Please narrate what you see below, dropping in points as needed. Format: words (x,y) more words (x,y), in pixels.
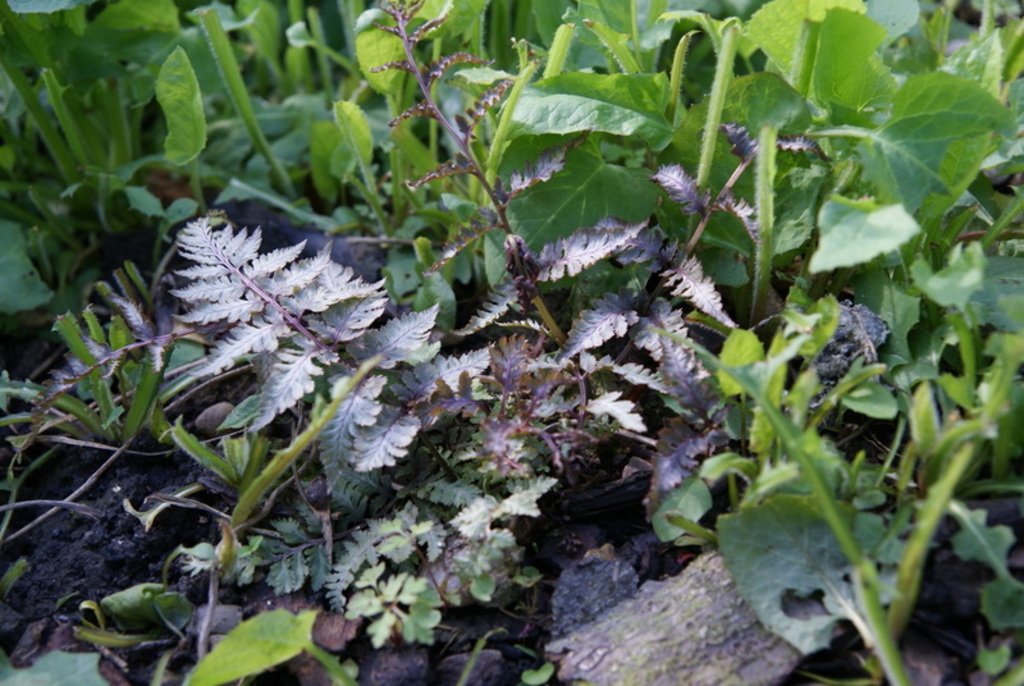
In this image, we can see some plants (907,221) with green leaves (337,466). At the bottom (290,504), we can see a sand (107,588).
